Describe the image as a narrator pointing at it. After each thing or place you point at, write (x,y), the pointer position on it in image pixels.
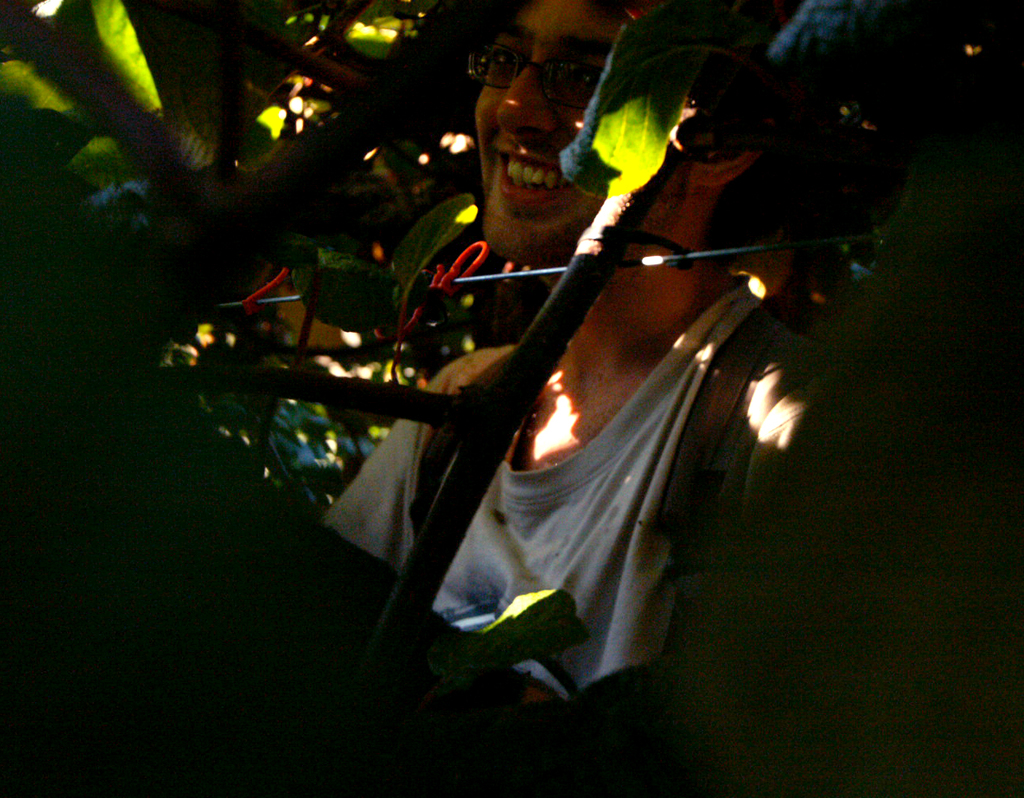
In this picture there is a man (714,285) who is wearing t-shirt (661,548) and spectacle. He is sitting near to the plants (365,409). In the bottom left corner (27,624) I can see the darkness (15,665).
